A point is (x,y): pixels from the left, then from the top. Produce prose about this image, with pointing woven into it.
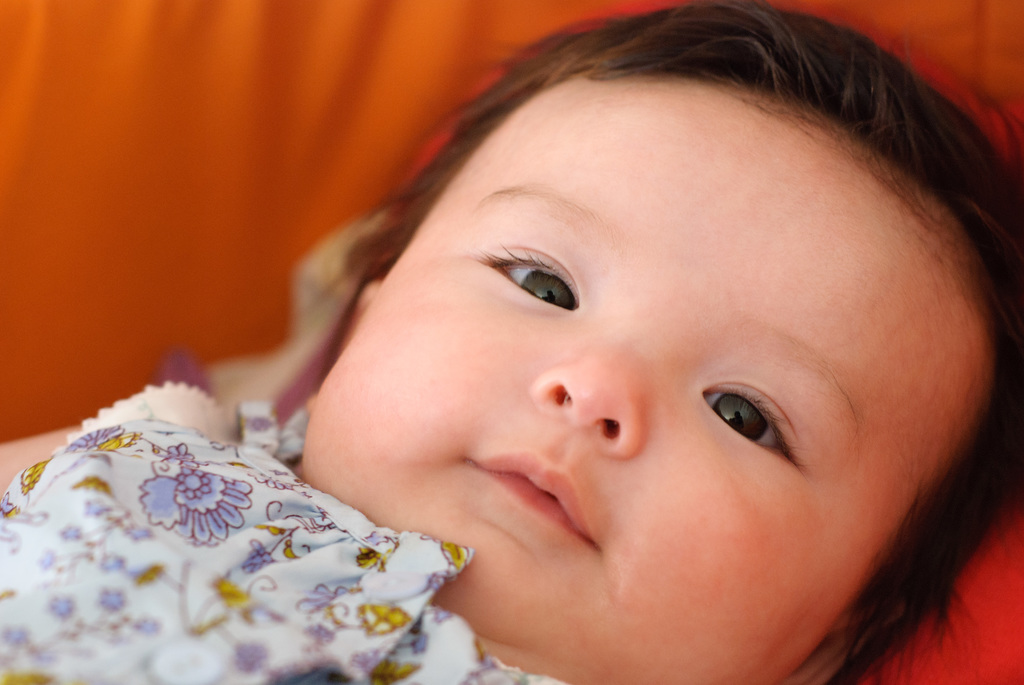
In the foreground of this image (726,525), there is a baby (616,509) on an orange surface (174,175).
